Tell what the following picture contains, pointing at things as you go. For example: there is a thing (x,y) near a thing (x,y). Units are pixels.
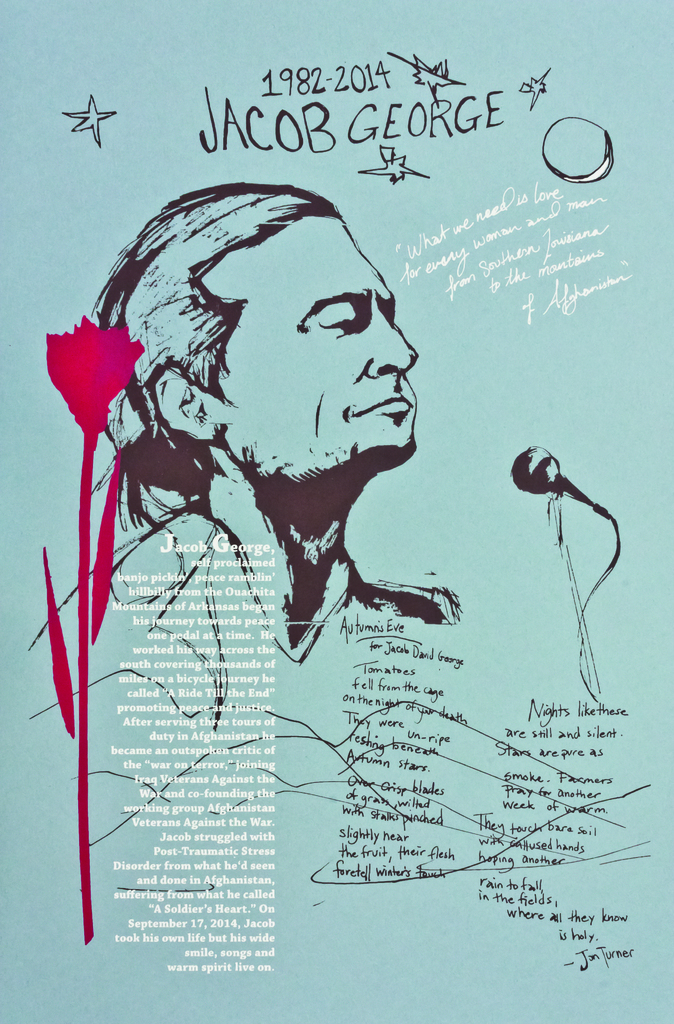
In this picture we can see a paper (118,476) and on the paper (271,473) there is a person (269,316), microphone (534,482) with stand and cable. On the paper (488,487) it is written something and a red paint (87,364) on it.
